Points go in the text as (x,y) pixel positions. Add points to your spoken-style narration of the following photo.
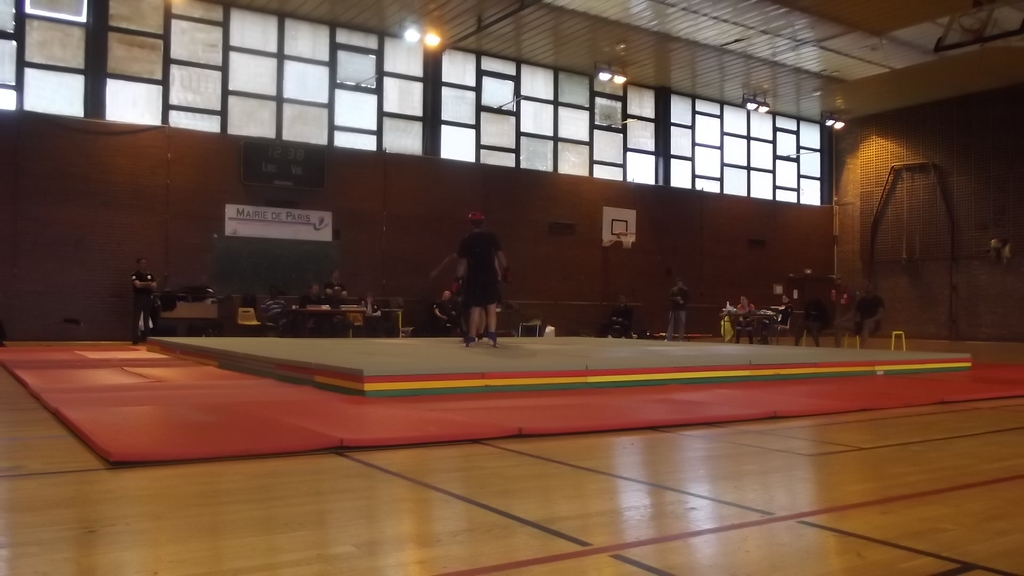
In this image few people (683,294) are on the floor (624,446). There are few chairs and tables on the floor (606,435). Right side (785,311) a person (745,314) is sitting on the chair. Few objects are on the tables (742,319). A basket (614,234) is attached to the wall (575,245) having few boards (324,218). Few lights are attached to the roof (739,89). Background (709,138) there is a wall (726,247) having windows (317,94).
